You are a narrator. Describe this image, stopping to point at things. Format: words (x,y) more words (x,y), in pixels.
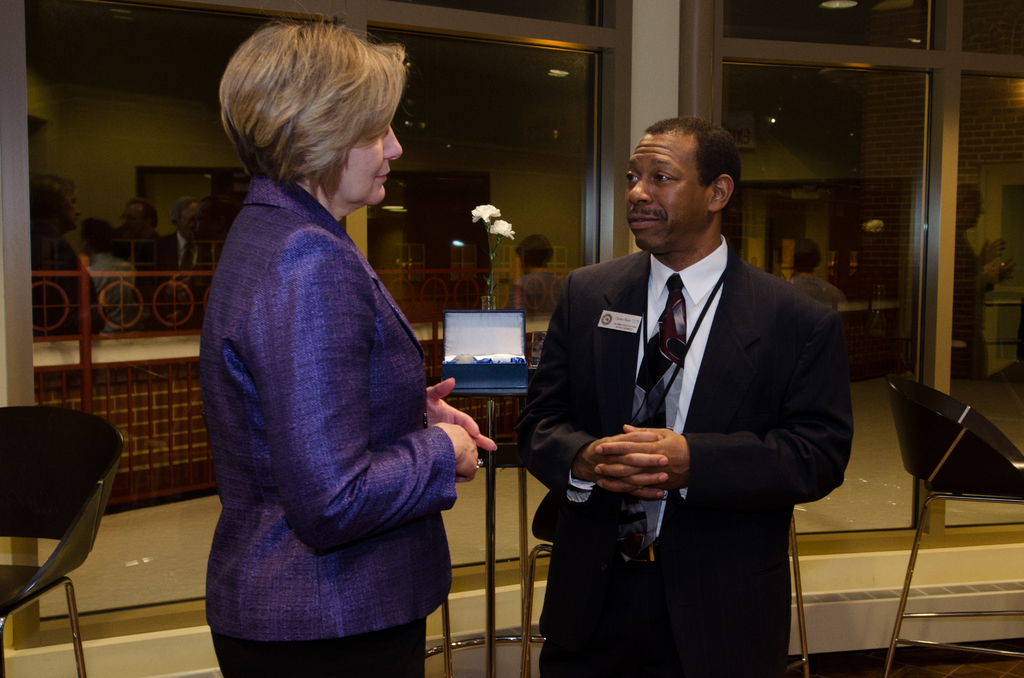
In this image I can see a woman (341,349) wearing violet colored jacket (271,406), black pant (288,658) and a man (698,308) wearing white shirt (704,303), tie (672,287) and black blazer (761,393) are standing. I can see few chairs (32,425) and the glass windows (429,194) in the background (886,227). On the glass windows (810,284) I can see the reflections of few persons (1004,263) and I can see few flowers (508,230) which are white in color.
